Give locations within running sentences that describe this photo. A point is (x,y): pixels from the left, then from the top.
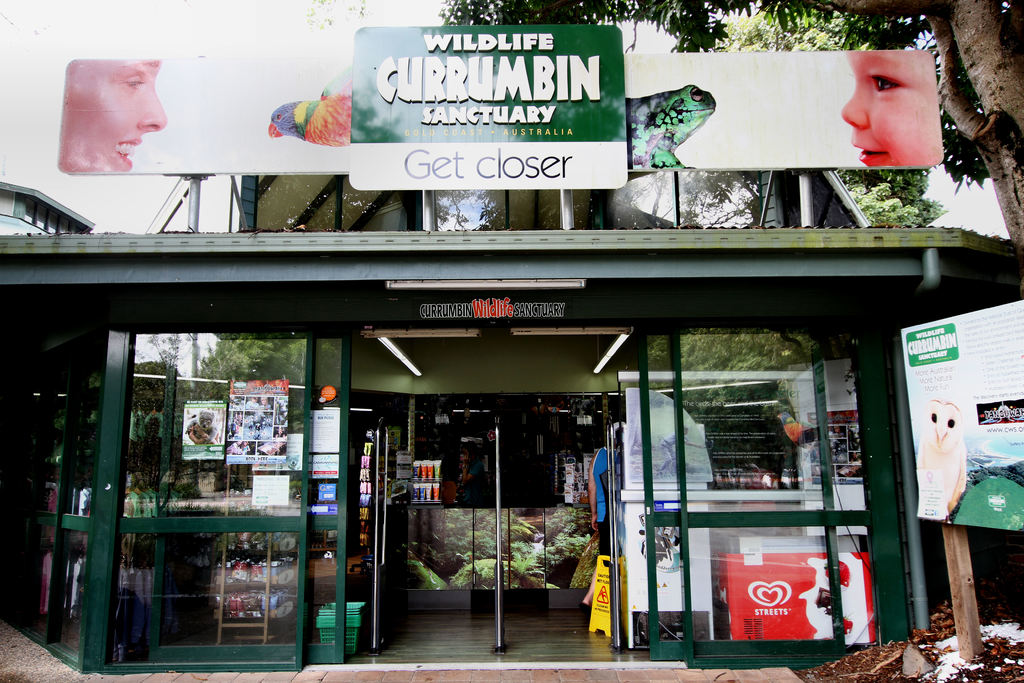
In this picture it looks like a store (535,481) in the middle (654,336), I can see a person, on the right side (1016,359) there is a board (984,440) with text (985,395) and pictures (959,419) on it. At the top (731,71) there is a hoarding (532,137), in the background (908,179) there are trees (873,212).
